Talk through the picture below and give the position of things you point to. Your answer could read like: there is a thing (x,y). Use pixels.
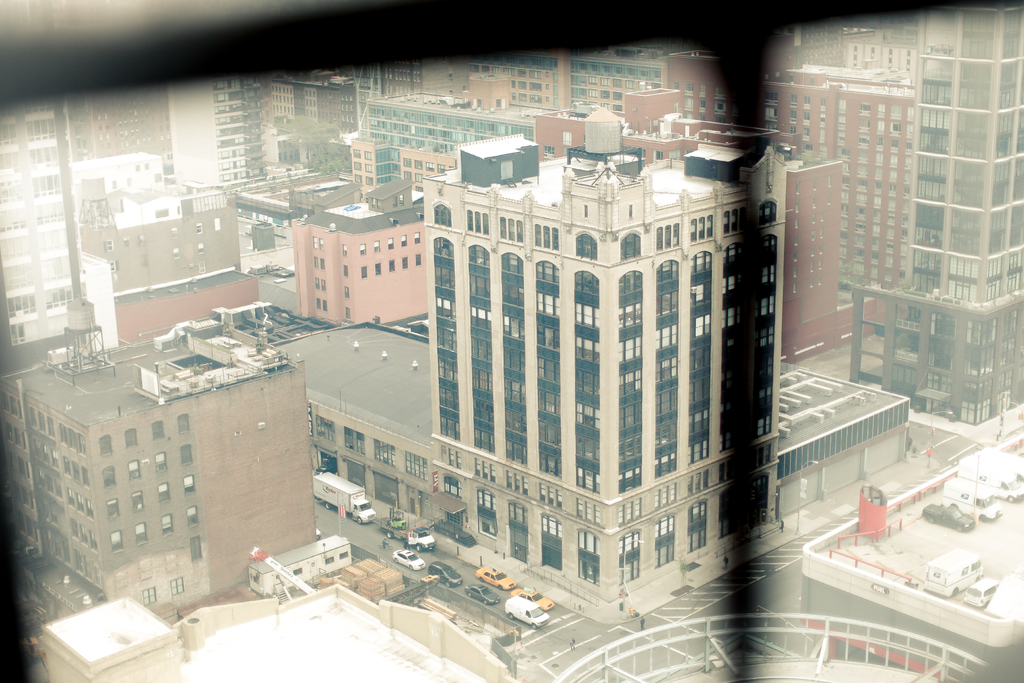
There are vehicles (447,569) on the road (548,653). Here we can see buildings (413,251).
